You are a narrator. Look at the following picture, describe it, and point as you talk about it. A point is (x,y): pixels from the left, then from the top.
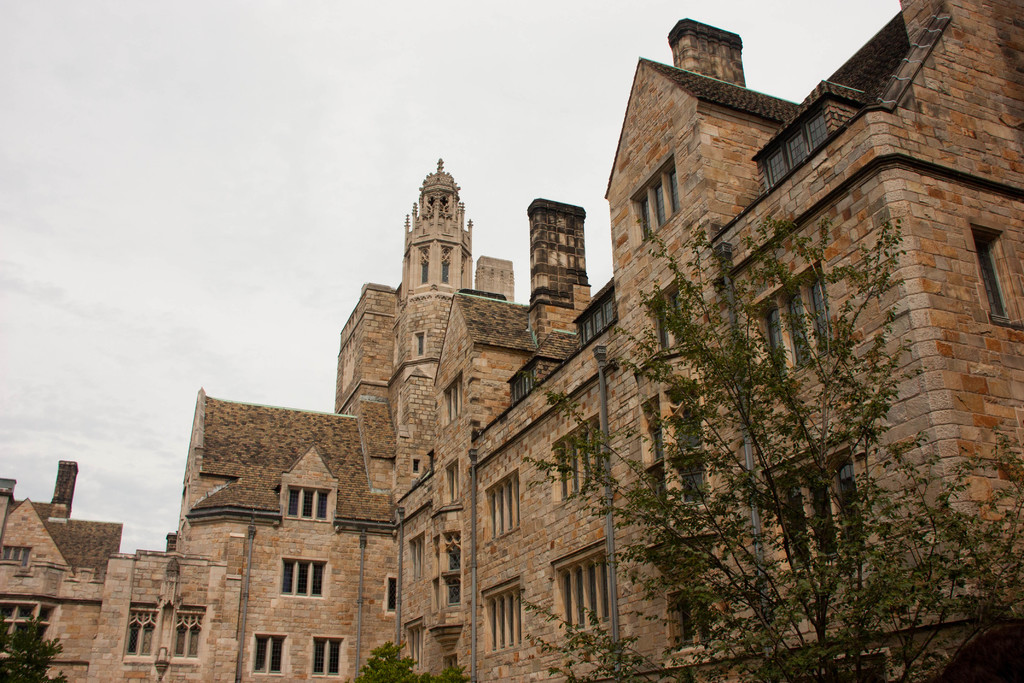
In the picture we can see a huge building (920,236) with windows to it and near to the building (913,553) we can see some plants (750,536) and tree (742,561) and behind the building (76,633) we can see a sky (256,257).
